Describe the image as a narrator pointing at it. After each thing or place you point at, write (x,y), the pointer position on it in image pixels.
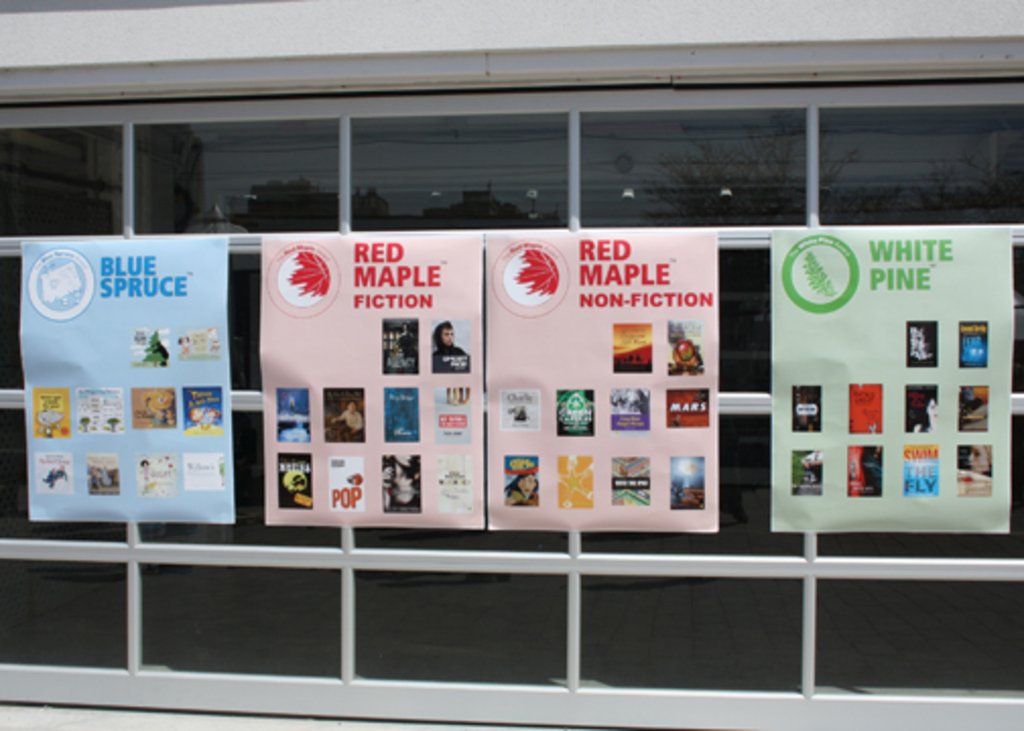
These are the posters (694,480), which are attached to a glass door (235,290). I can see the reflection (454,218) of the trees (688,211) and the lights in the glass door (309,200). At the top of the image (173,49), I think this is a wall (327,49).
